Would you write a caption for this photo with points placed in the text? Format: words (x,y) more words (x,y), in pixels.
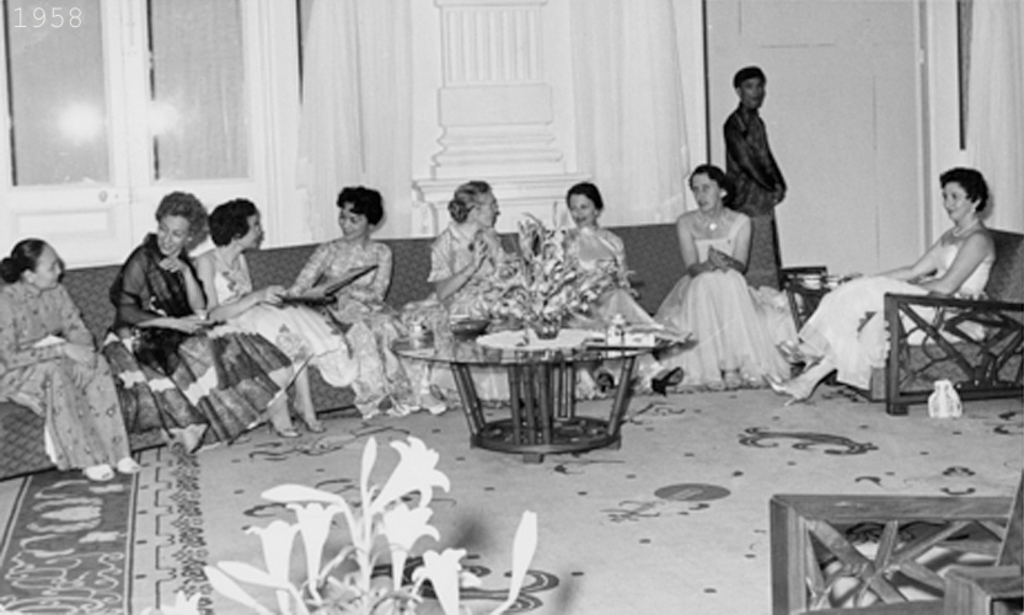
In this image I can see there are few women (161,288) sitting on sofa chairs (757,281) and in front of them I can see a table (494,359) on the table (481,350) I can see flower pots (521,324), at the bottom (277,544) I can see flowers (516,565) and at the top (463,79) I can see the wall (712,85), in front of the wall (788,111) I can see a person (772,183).
